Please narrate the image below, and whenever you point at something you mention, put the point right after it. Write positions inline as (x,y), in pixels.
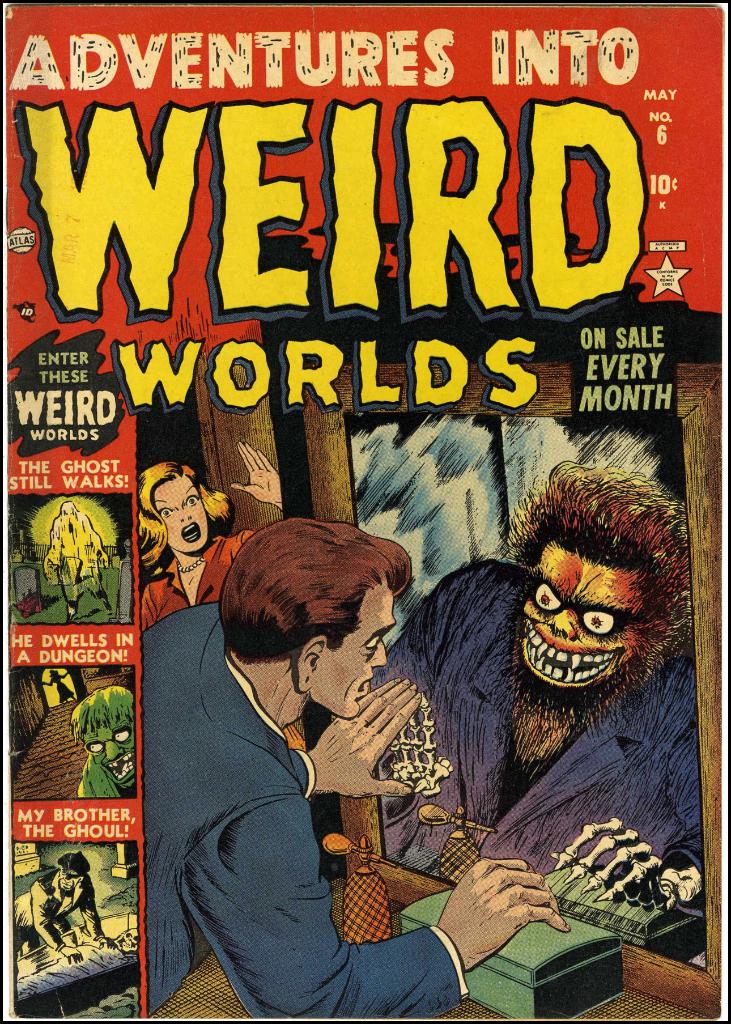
It is a book (342,786), there are photographs (320,566) on it. At the bottom (227,798) a man (257,804) is looking into the mirror (409,828), there is a ghost (577,618) in the mirror (546,652). On the left side (187,574) a woman (177,568) is there.
